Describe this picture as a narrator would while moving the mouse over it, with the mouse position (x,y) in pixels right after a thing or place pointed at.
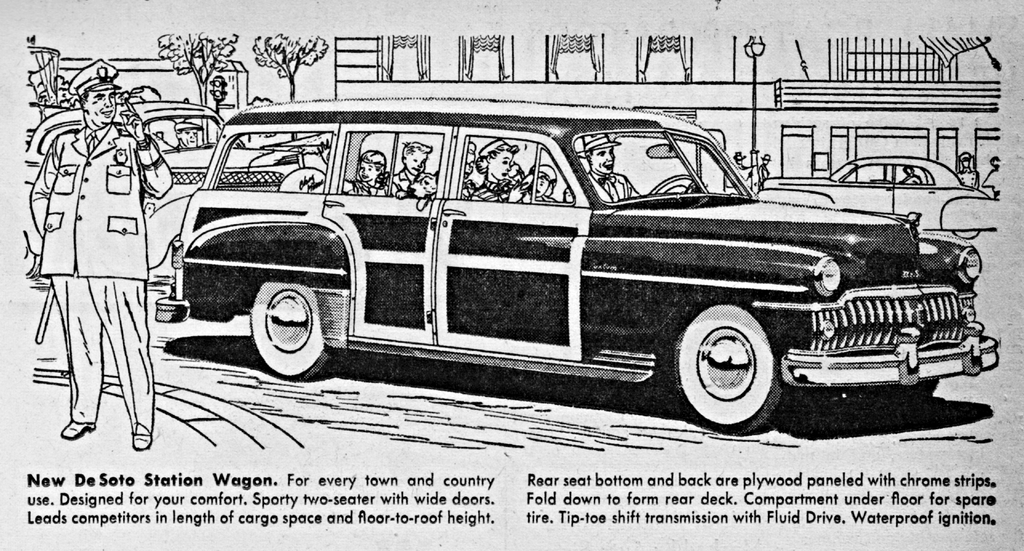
In the picture I can see some diagrams (361,286) in which we can see some people (105,170) and vehicles (303,229), some text (163,520) on the paper (347,457).
